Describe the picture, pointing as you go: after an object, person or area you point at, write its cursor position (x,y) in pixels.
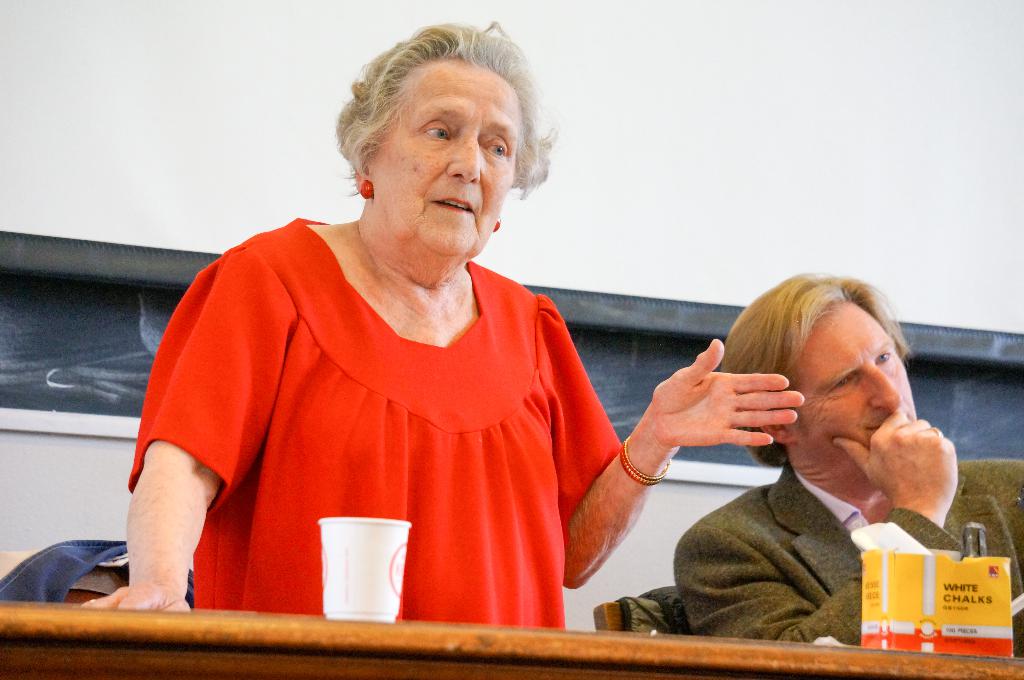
In this image on the left side (276,392) there is one woman (365,303) who is standing and it seems that she is talking. On the right side (829,502) there is one man (816,479) who is sitting in front of them there is one table (505,630) on that table (460,629) there is one cup (347,554), on the background (298,99) there is a wall (537,64).
